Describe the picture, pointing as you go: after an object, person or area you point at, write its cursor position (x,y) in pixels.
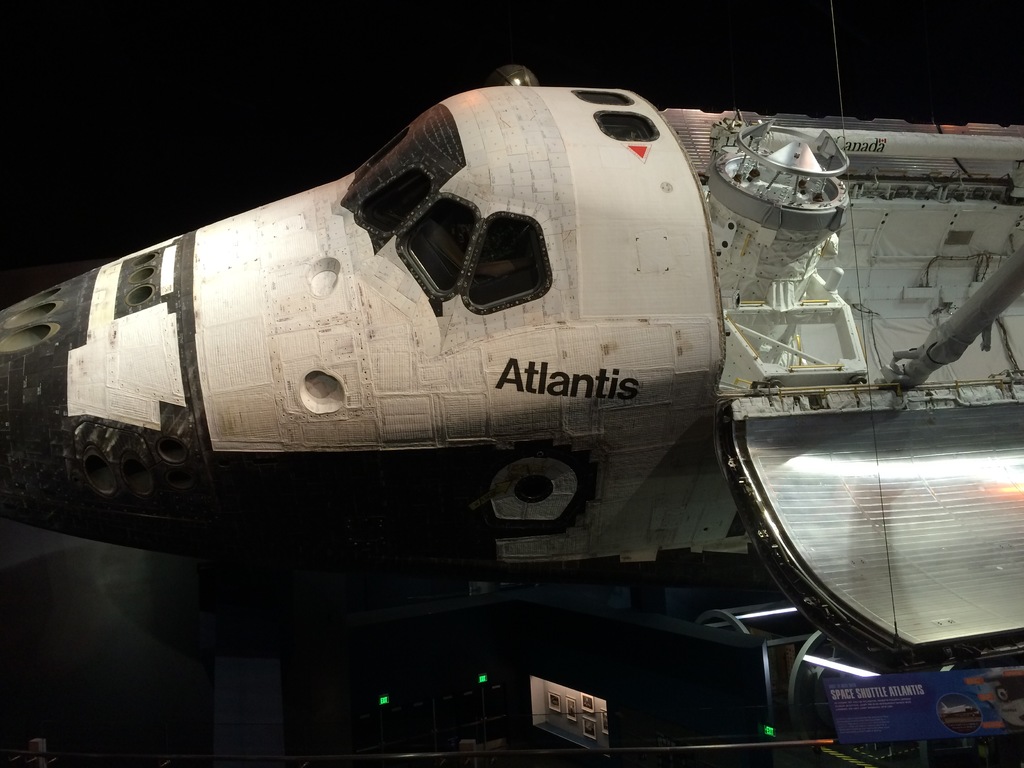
In this image in the middle (512,467) there is an aircraft (572,291). At the bottom (987,702) there are posters (843,723), lights (850,670), text (847,690).
